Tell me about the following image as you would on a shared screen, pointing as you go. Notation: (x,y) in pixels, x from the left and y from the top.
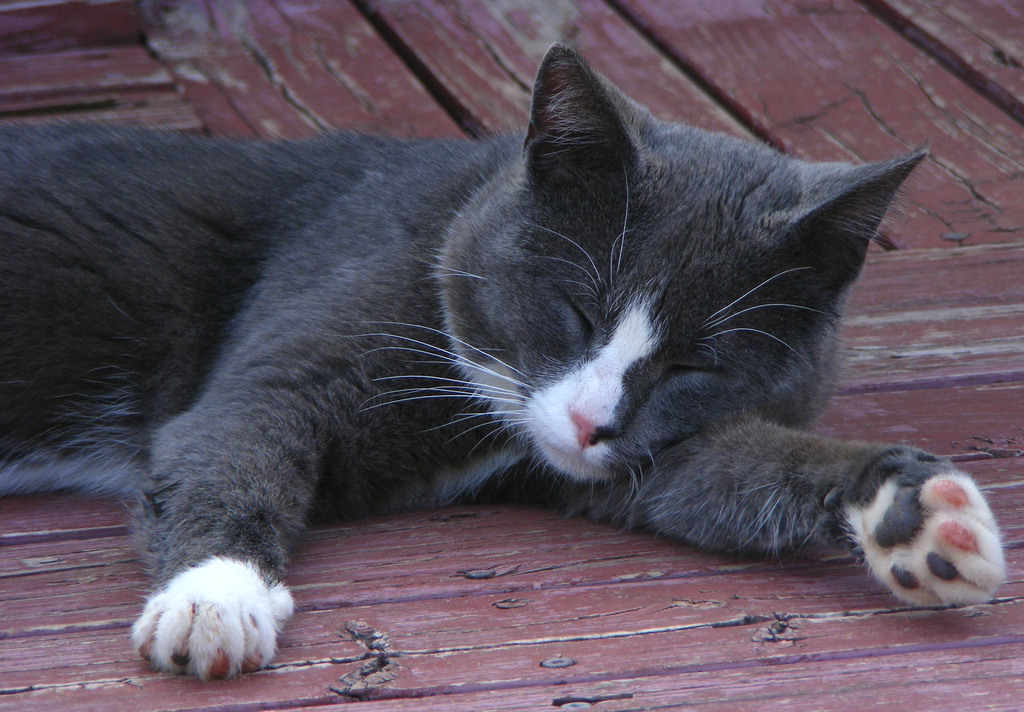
In this image we can see a cat (714,262) on the wooden platform (167,675).
